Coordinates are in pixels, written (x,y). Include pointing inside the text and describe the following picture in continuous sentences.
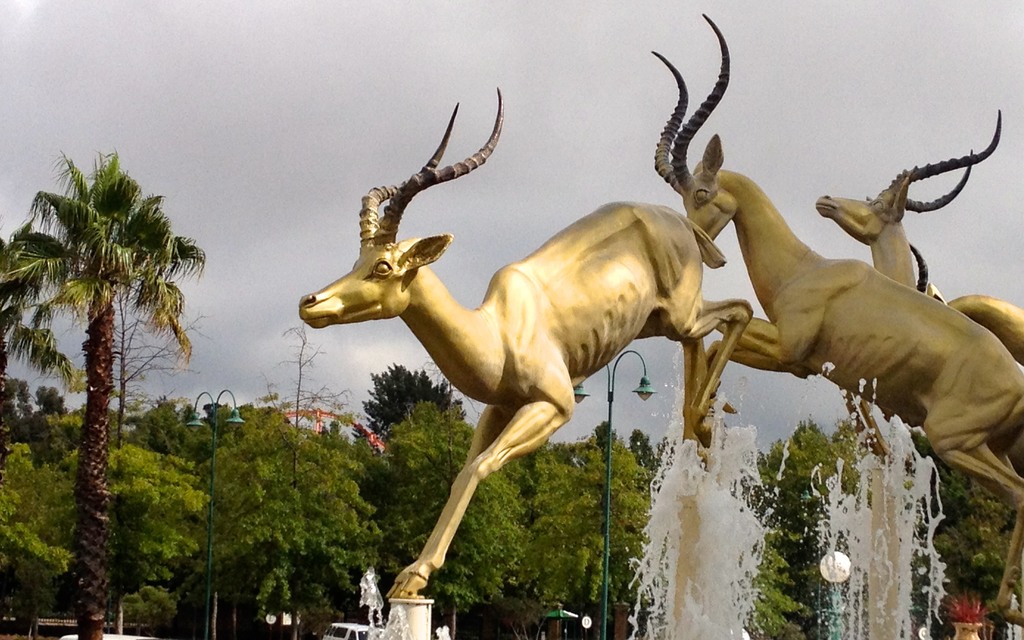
In front of the picture, we see the statues (825,372) of deer (862,343) and fountains (865,585). Behind that, there are street lights (208,559). At the bottom of the picture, we see the vehicles (357,627) which are moving on the road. There are trees (343,448) in the background (440,418). At the top of the picture (401,117), we see the sky (992,177).
